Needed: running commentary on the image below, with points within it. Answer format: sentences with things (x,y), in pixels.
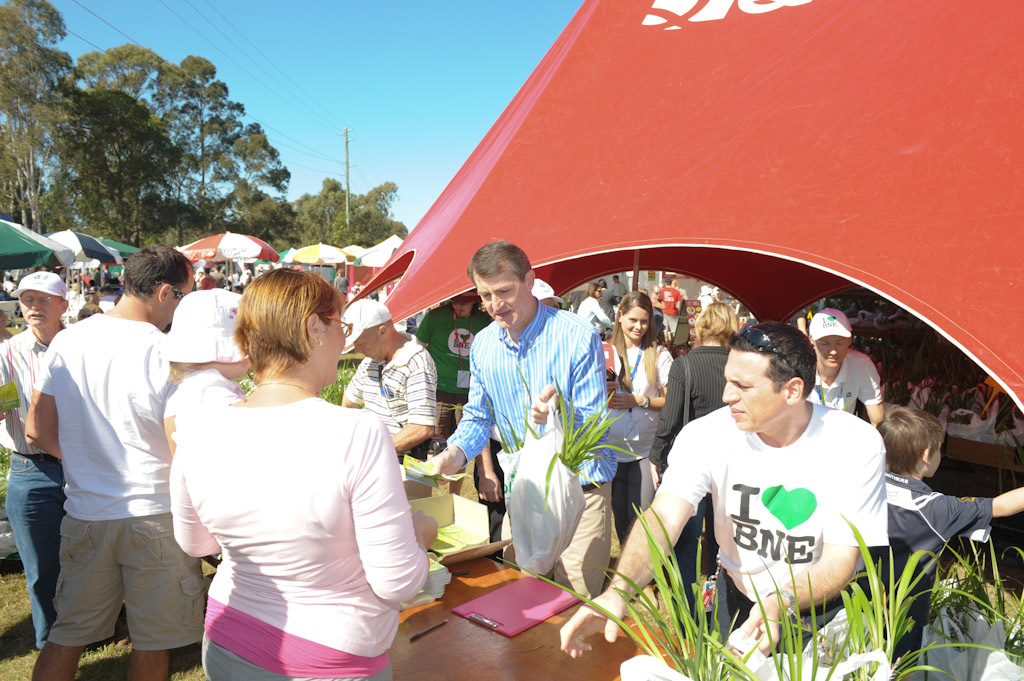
In the bottom right corner of the image (700,575) there is a table (401,652), on the table (477,585) there are some plants (680,585), pencil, pad (553,592) and there are some boxes (453,511). Surrounding the table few people (817,318) are standing and he is holding a bag (523,514) and there are some tents (944,277). In the top left corner of the image (321,224) there are some trees (40,20) and pole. At the top of the image (74,29) there is sky (328,73).
